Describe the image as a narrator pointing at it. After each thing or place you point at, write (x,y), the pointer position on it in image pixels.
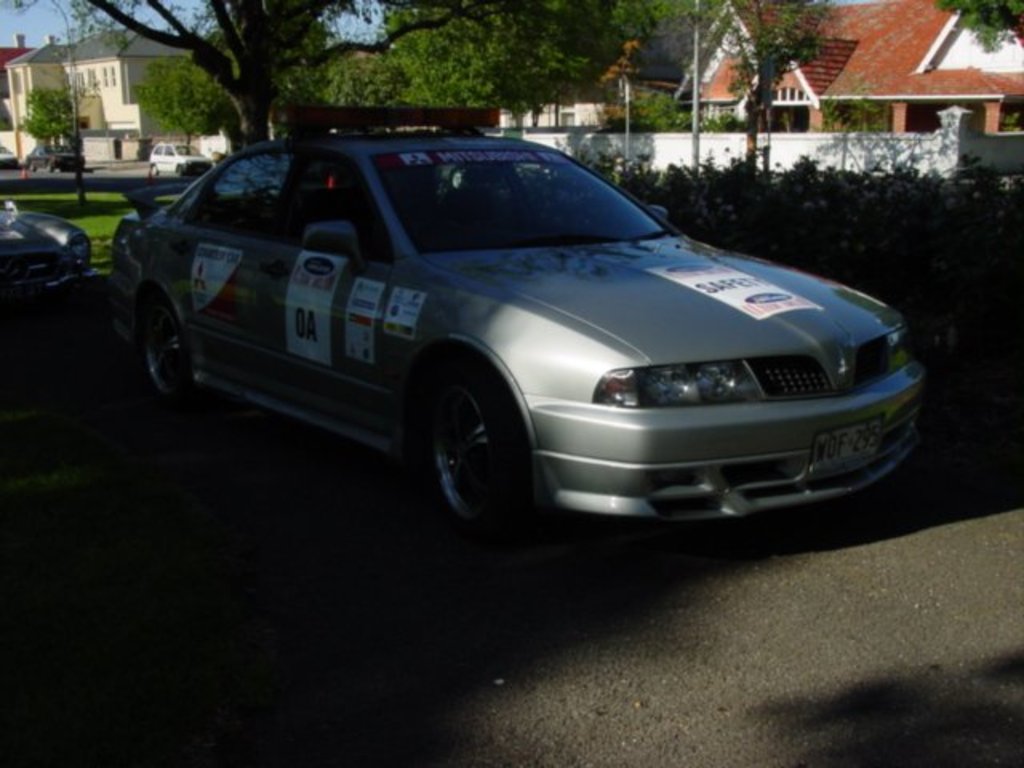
In this picture there is a car (780,262) on the road (513,578). These are the plants (1014,299). This is the pole (697,97). Even in the background (468,22) we can see many trees (512,68). And these are the houses (107,87). Even on the background (5,156) there are some vehicles (169,153) on the road (132,180). This is the grass (97,214).
